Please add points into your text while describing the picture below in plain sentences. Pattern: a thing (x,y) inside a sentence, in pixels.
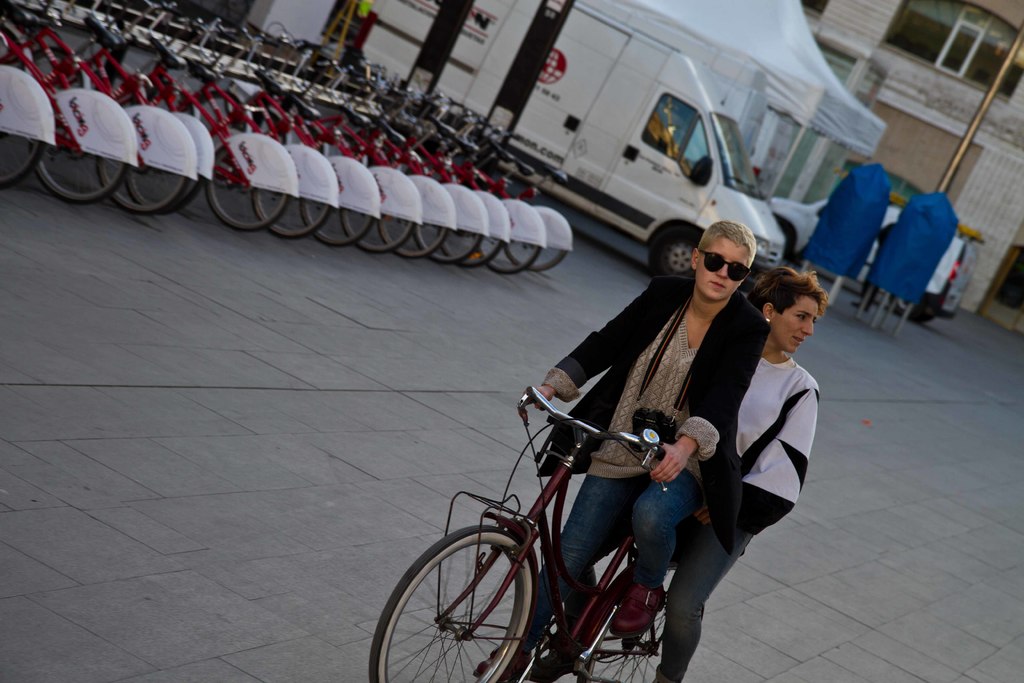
In the middle (679,371) there are two persons (688,470) sitting on the bicycle (527,587). On the left (215,112) there are many bicycles (343,172). In the background (591,199) there is a vehicle (747,172), tent (833,129), pole (954,171) and building (864,70).
